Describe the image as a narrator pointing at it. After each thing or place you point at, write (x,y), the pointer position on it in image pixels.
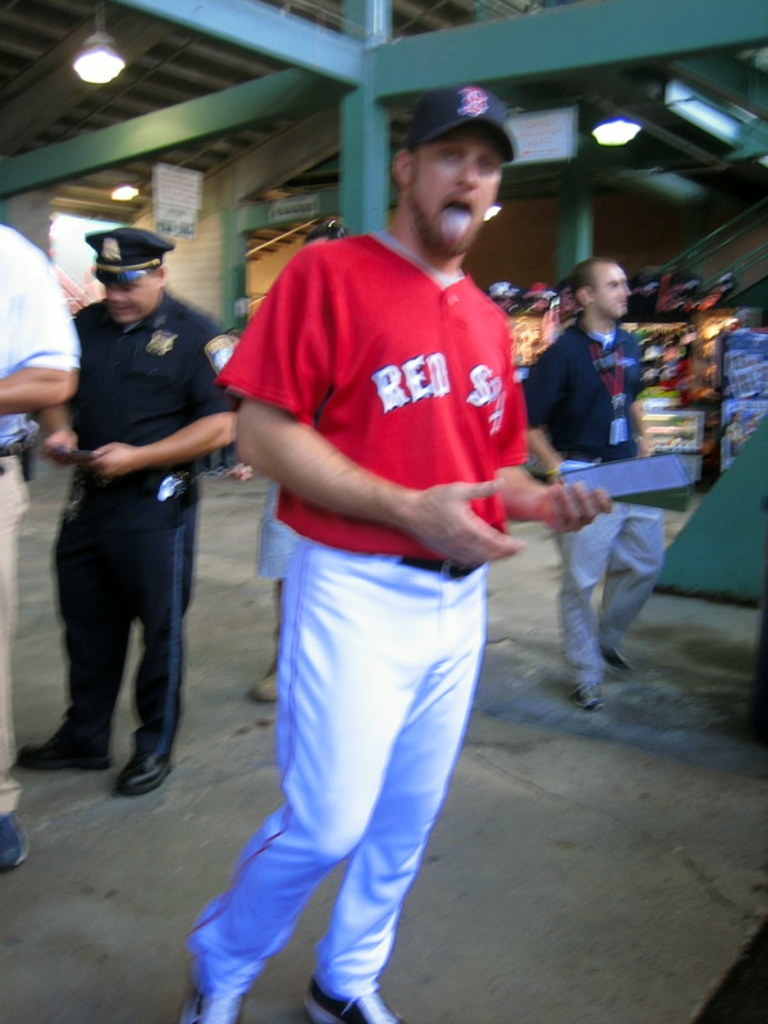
In the picture I can see a person (458,411) wearing red T-shirt (469,394) is standing and placed his tongue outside of his mouth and there are few persons (590,331) standing behind him and there are few lights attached to the roof (245,52) above them and there are few stores (692,374) in the right corner (682,400).
